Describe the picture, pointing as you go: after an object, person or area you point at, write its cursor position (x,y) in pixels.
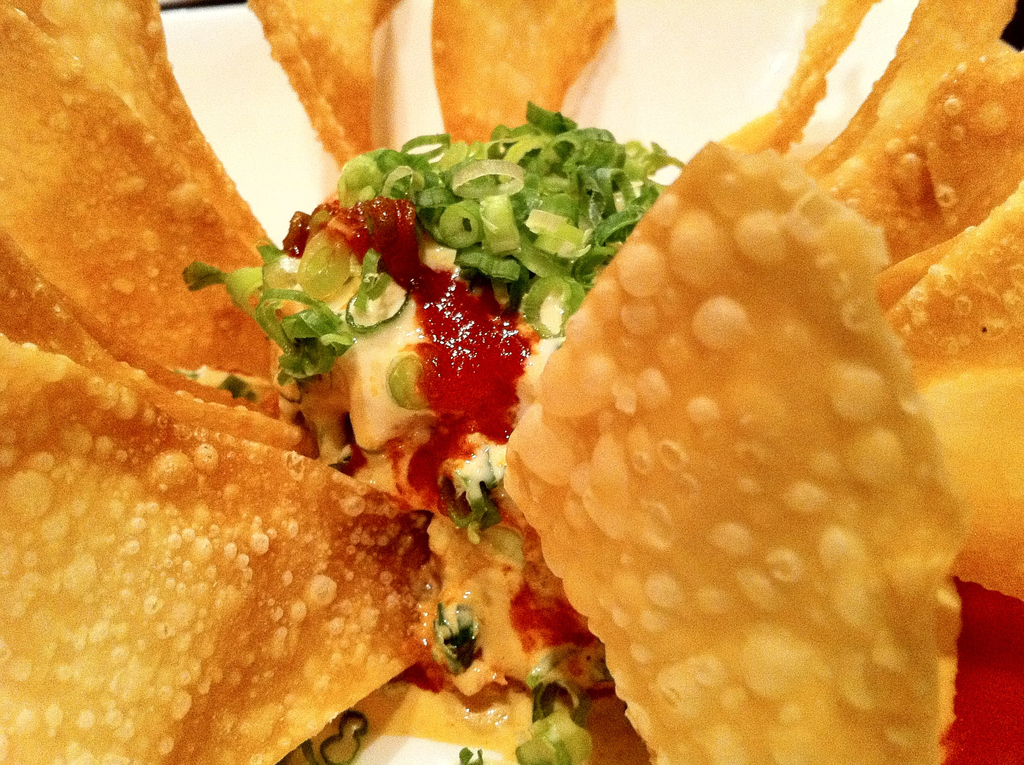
In the image there is a salad (497,581) with vegetable slices (602,150), sauce (475,317) and chips (734,292) in a plate (695,99).
